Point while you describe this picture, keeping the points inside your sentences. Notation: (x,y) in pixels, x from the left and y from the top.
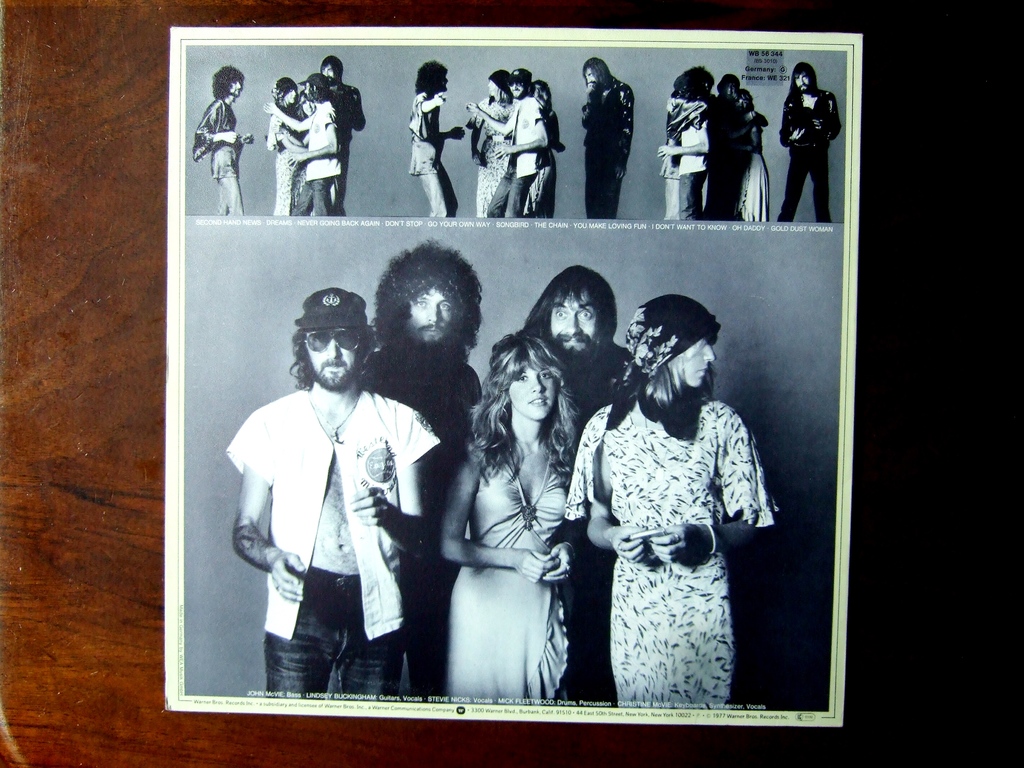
In this image we can see a photograph (213,442) pasted on the wooden wall (957,452). In the photograph (679,429) we can see people (642,467) standing and there is text (425,698).
